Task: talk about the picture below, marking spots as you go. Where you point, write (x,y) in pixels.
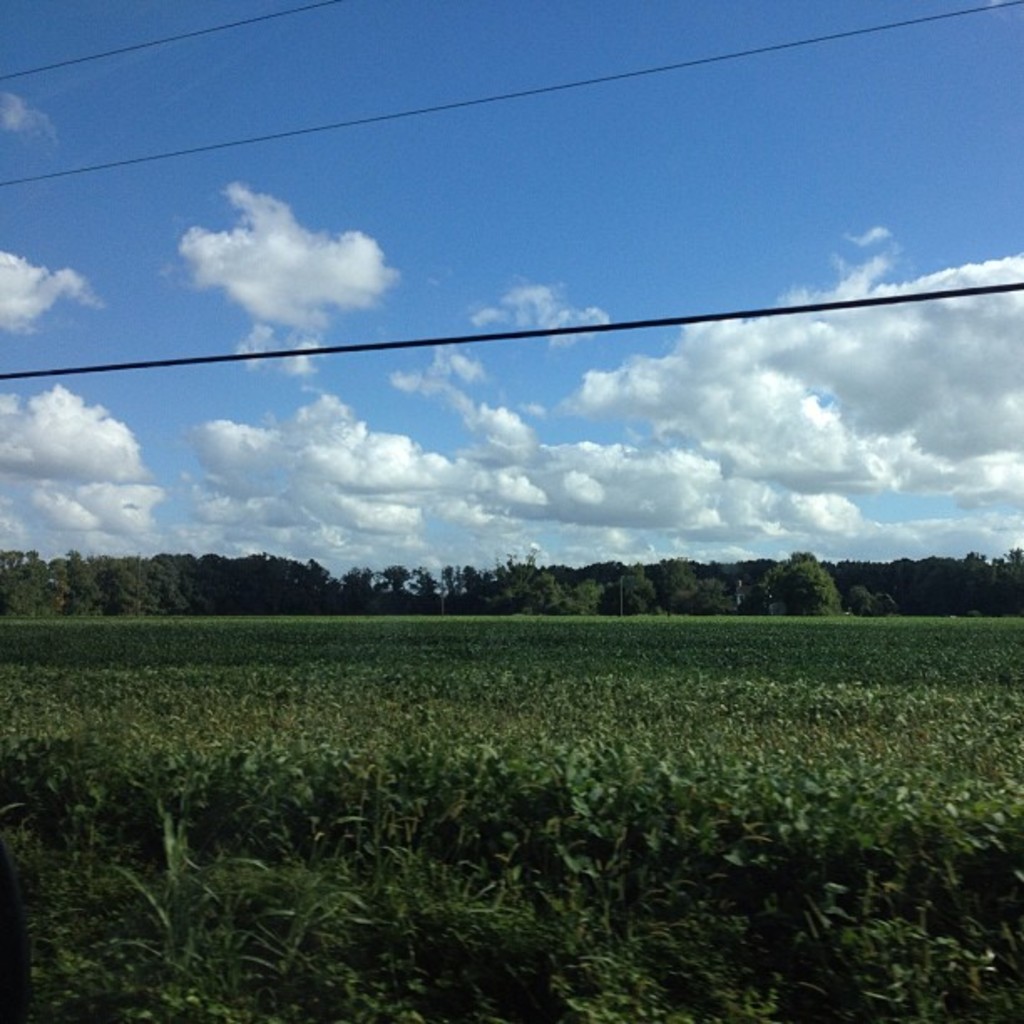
In this image there are trees (904,600), plants (552,647), a few cables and the sky (784,418).
